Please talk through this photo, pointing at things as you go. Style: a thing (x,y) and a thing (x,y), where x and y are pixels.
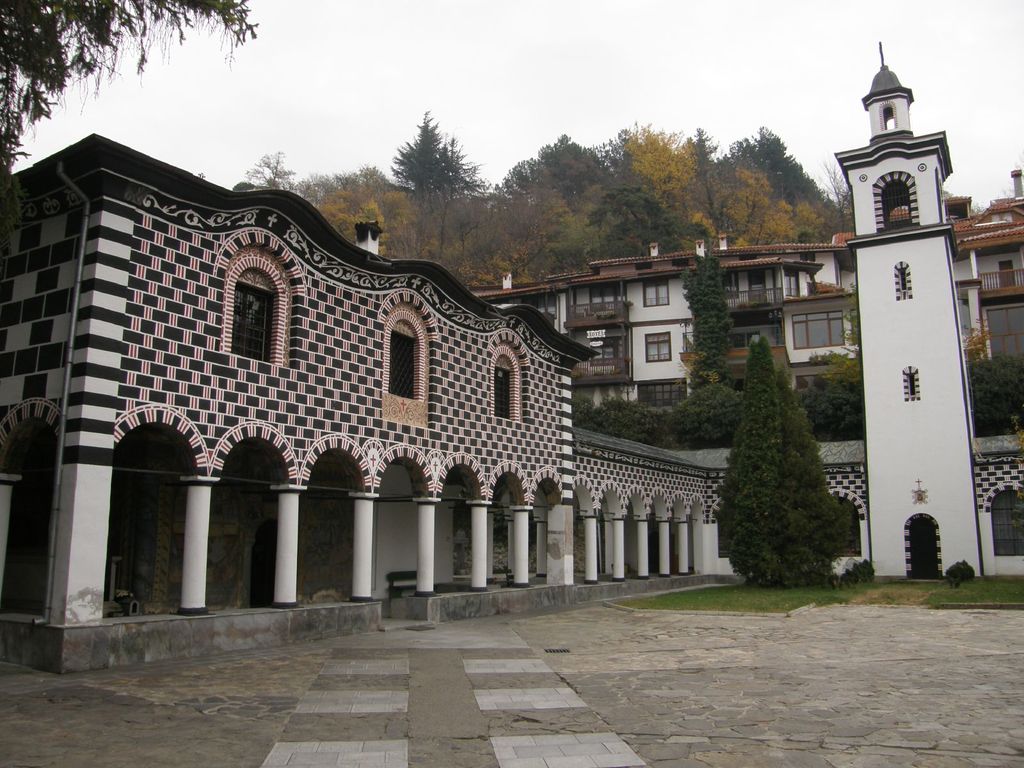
In the center of the picture (449,305) there are trees (680,247) and buildings (536,370). Sky (784,40) is cloudy. In the foreground (616,663) there are cobblestones (524,702).
